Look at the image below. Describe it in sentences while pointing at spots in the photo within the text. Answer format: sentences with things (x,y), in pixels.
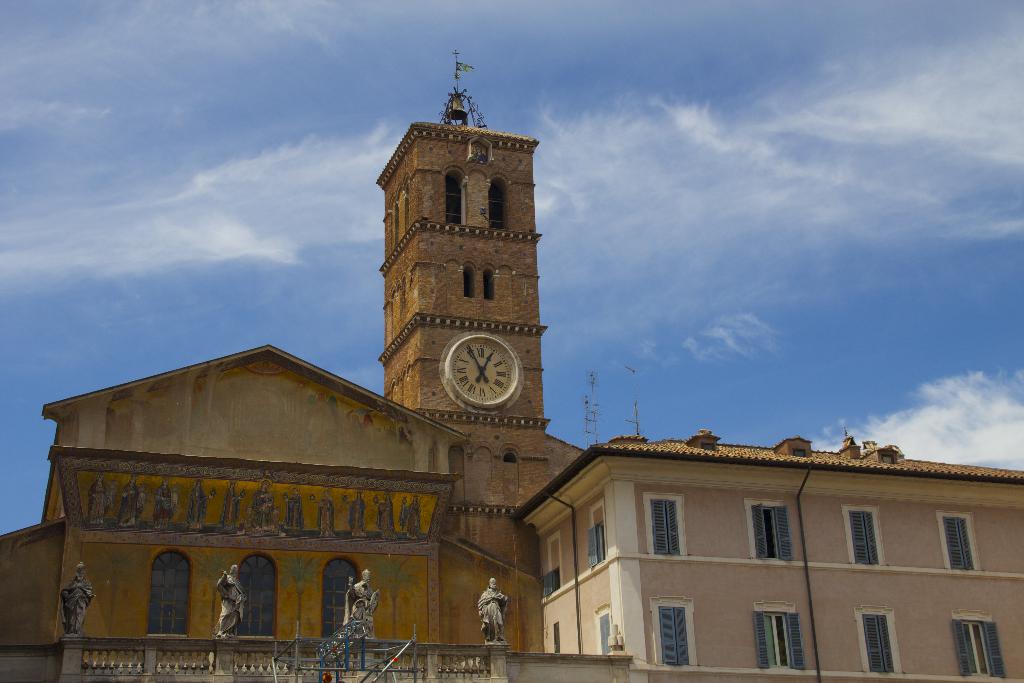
At the bottom of the picture (242,653), we see the railing (179,652) and the statues (230,624). On the left side (229,487), we see a building (185,478). On the right side (801,519), we see a building (801,525) and it has the glass windows (675,552). In the background (507,266), we see a clock tower (512,380) and the electric poles (592,415). At the top (680,169), we see the sky (658,87) and the clouds (672,182).
